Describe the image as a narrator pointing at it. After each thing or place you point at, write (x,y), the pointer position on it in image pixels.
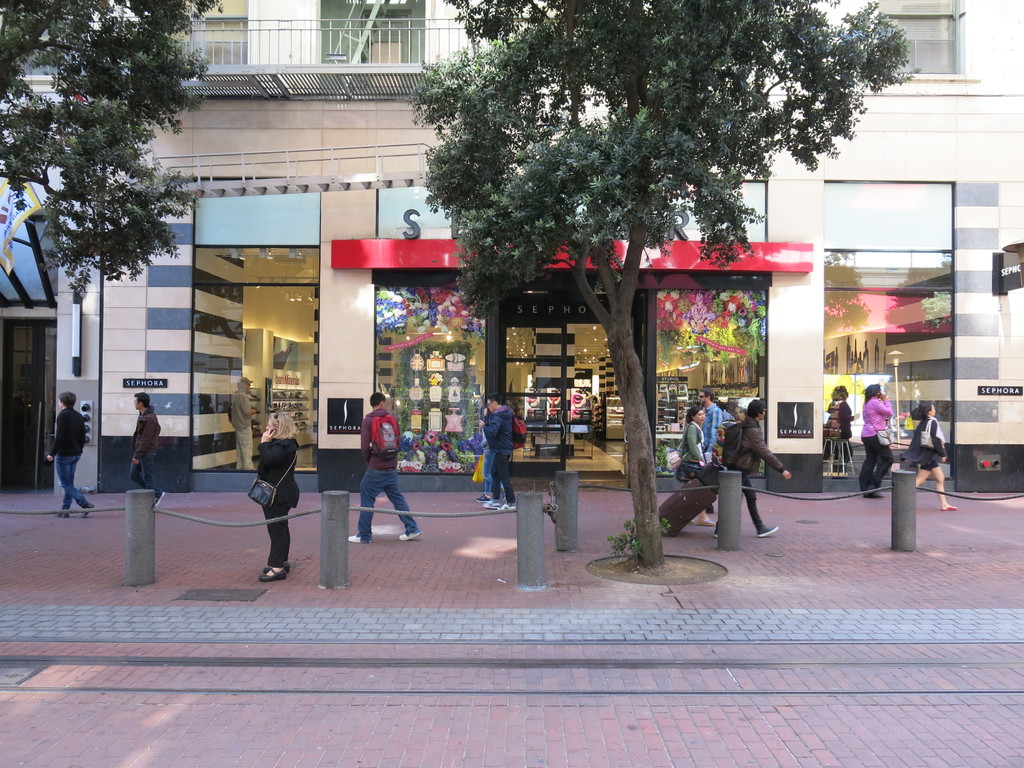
In this image we can see a few people (744,466), one person (753,505) is holding a suitcase (702,499), there is a shop (472,361), windows (664,368), building (778,357), balcony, trees (595,248), also we can see boards (805,243) with some text (681,237) written on it, and a rope (760,489) is tied to poles (913,540).
